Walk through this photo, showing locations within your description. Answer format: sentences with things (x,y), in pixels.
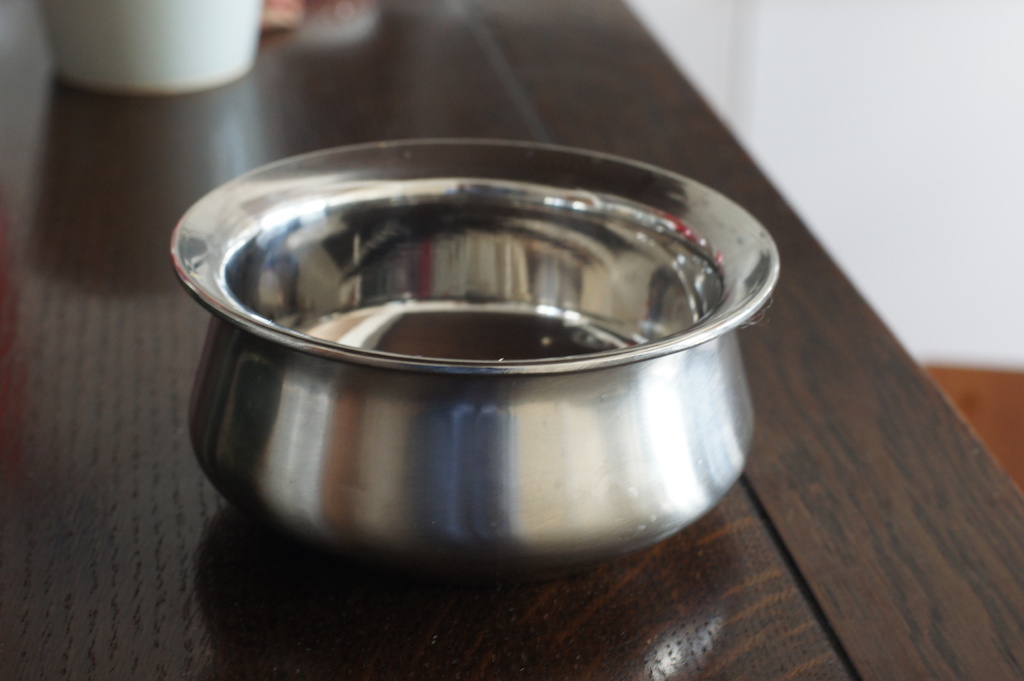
There is a steel bowl (495,380) placed on a brown table (645,579).
